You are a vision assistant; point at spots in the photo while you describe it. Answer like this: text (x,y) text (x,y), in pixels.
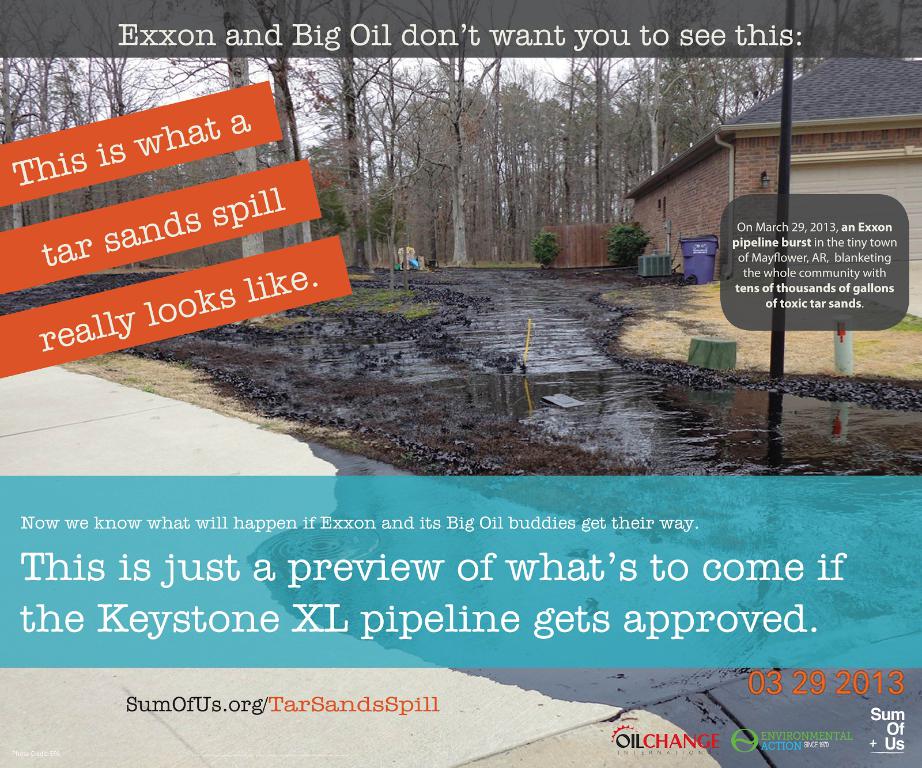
In this image we can see a poster (472,417). There is text (450,611) on the poster (613,387). Also we can see trees (471,128), building (685,202) and waste bin (694,263) on the ground (591,309).
